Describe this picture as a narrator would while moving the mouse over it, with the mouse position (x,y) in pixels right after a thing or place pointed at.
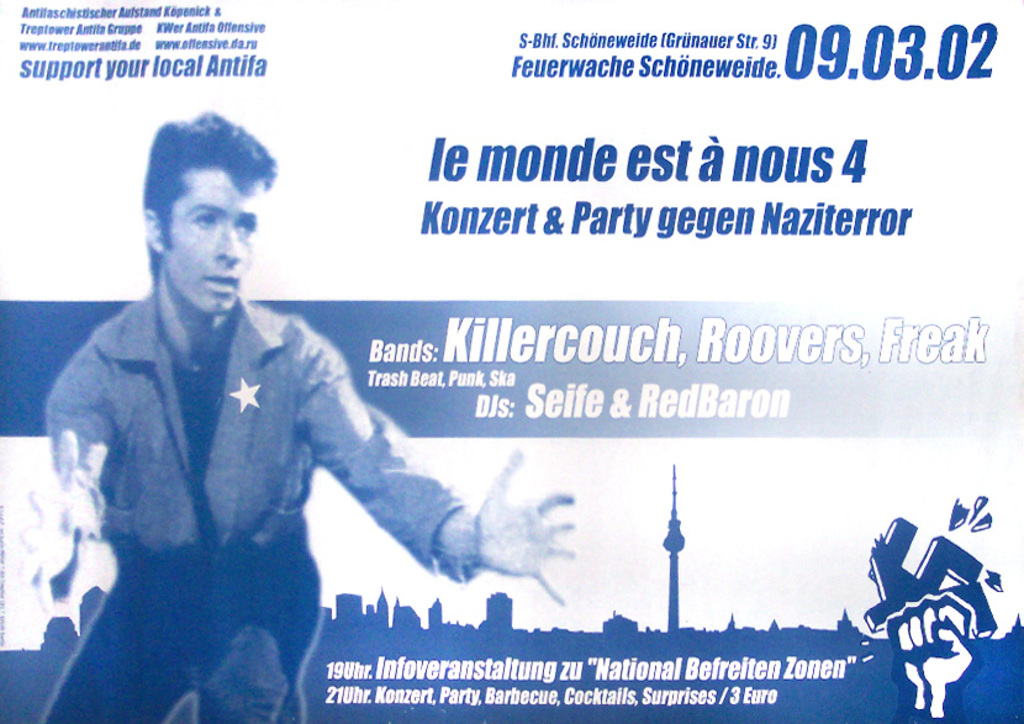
In the picture I can see a photo (243,482) of a man (243,482), buildings (570,640), something written on the image and some other things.
